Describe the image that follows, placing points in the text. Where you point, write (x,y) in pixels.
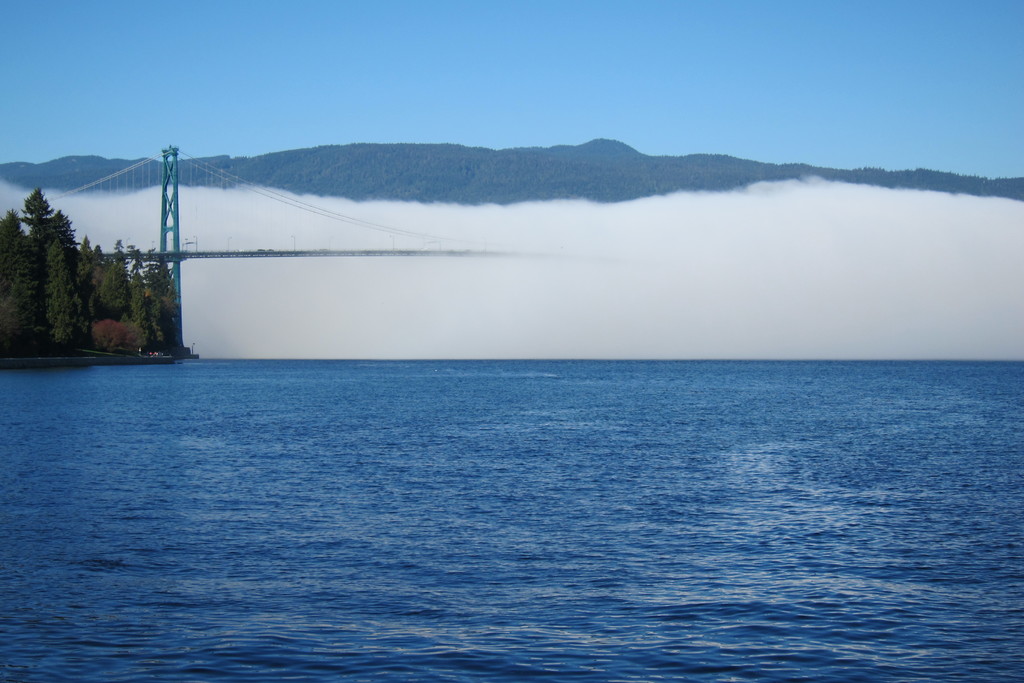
In this image in the front (497,477) there is an ocean (577,499). In the background (114,294) there are trees (93,294), there is a bridge (415,251) and there are mountains (587,176).
